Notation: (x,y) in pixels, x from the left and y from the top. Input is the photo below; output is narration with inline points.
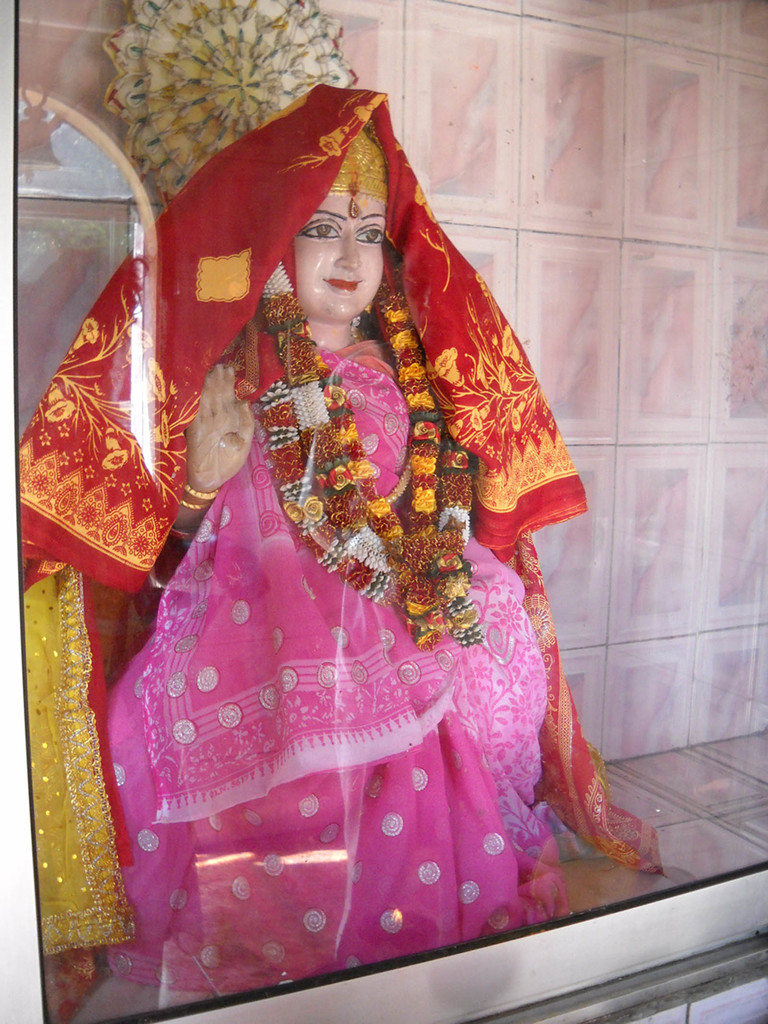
In this image I can see a sculpture (322,225) of a goddess (296,408) showing her hand (209,386). I can also see the sculpture (499,586) is covered with a pink cloth (261,502) and red cloth (263,174) on her head (395,142). In the background (617,484) I can see pink color of wall (606,190).
